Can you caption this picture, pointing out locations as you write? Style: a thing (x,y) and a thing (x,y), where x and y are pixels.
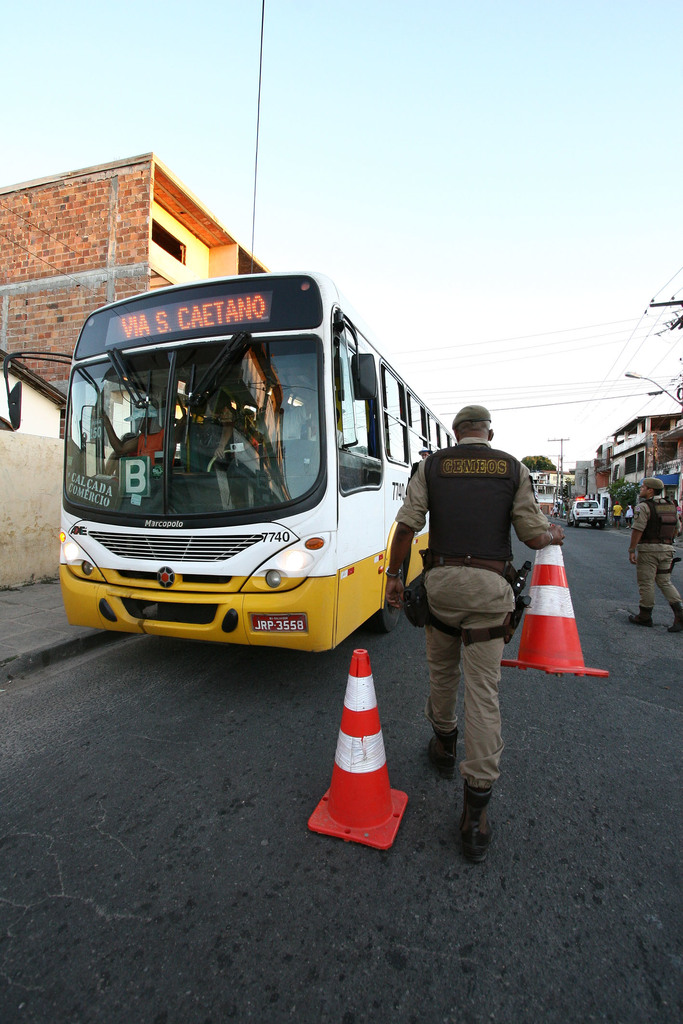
In this picture we can see a man (483,608) is holding a traffic cone (537,629) and another person (651,559) is walking. On the road (614,548), there are vehicles (401,412) and other traffic cone (360,707). On the left (67,271) and right side of the image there are buildings (45,219). On the right side of the person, there are cables (599,400). At the top of the image (402,138), there is the sky (402,138).
